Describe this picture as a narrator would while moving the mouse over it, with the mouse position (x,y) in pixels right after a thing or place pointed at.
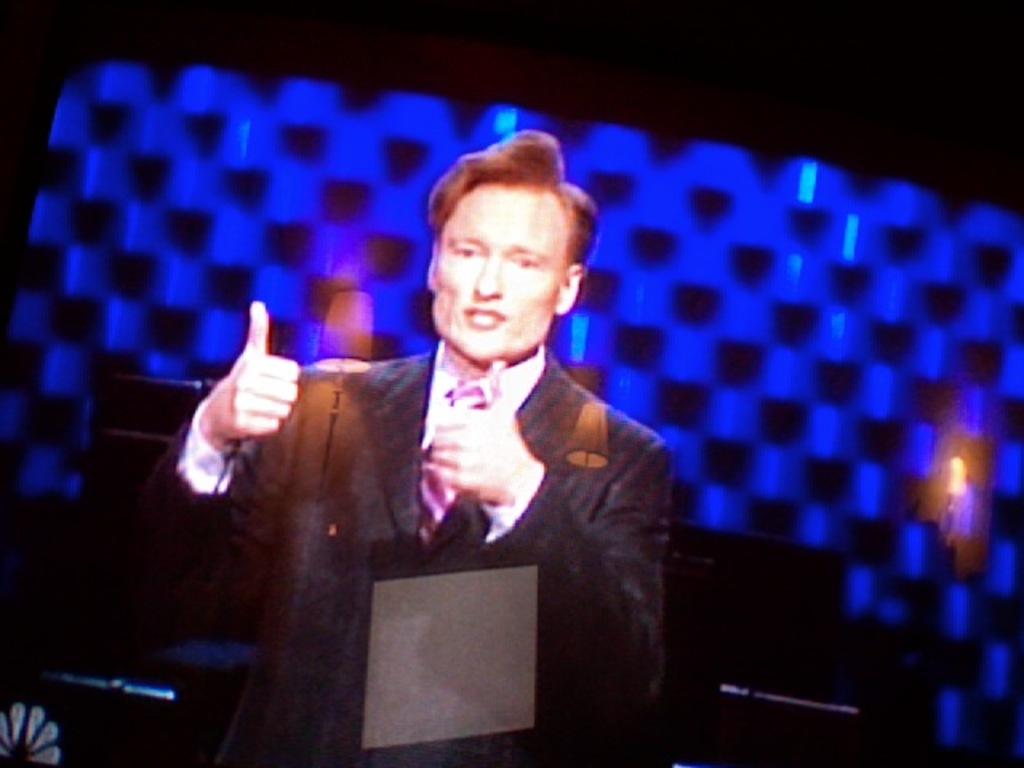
In this image, we can see a man (321,481) standing and he is wearing a coat (342,556) and a tie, there is a blue background (93,183).
